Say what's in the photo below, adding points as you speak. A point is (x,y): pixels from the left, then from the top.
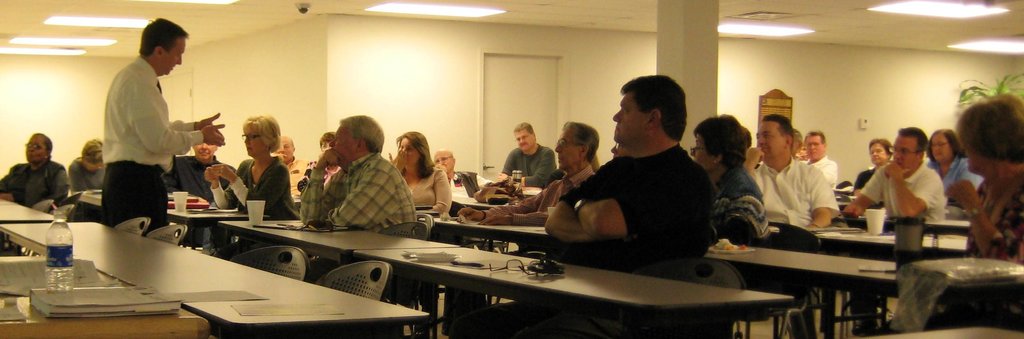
In this image i can see number of people (404,175) sitting on chairs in front of a table (320,240), On the table (336,236) i can see few papers (421,259) and a cup (257,208), i can see a person (160,134) wearing white shirt (139,132) and black jeans (125,182) standing. In the background (507,67) i can see a wall (552,31), a door (504,78), the ceiling (586,27) and the light (460,11).
